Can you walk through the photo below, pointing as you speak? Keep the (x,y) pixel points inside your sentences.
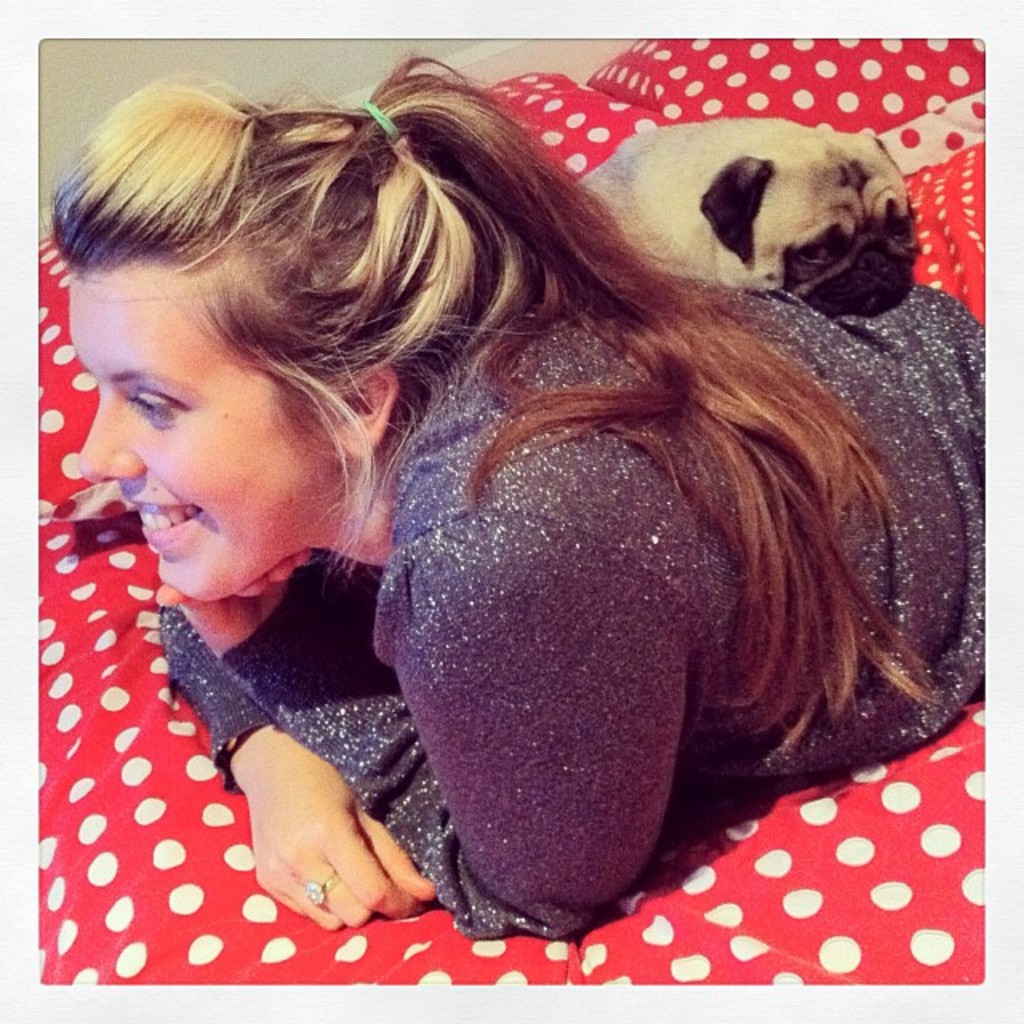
Here we can see a woman (209,568) laying on a bed (196,735) smiling and there is a dog (769,280) behind her
